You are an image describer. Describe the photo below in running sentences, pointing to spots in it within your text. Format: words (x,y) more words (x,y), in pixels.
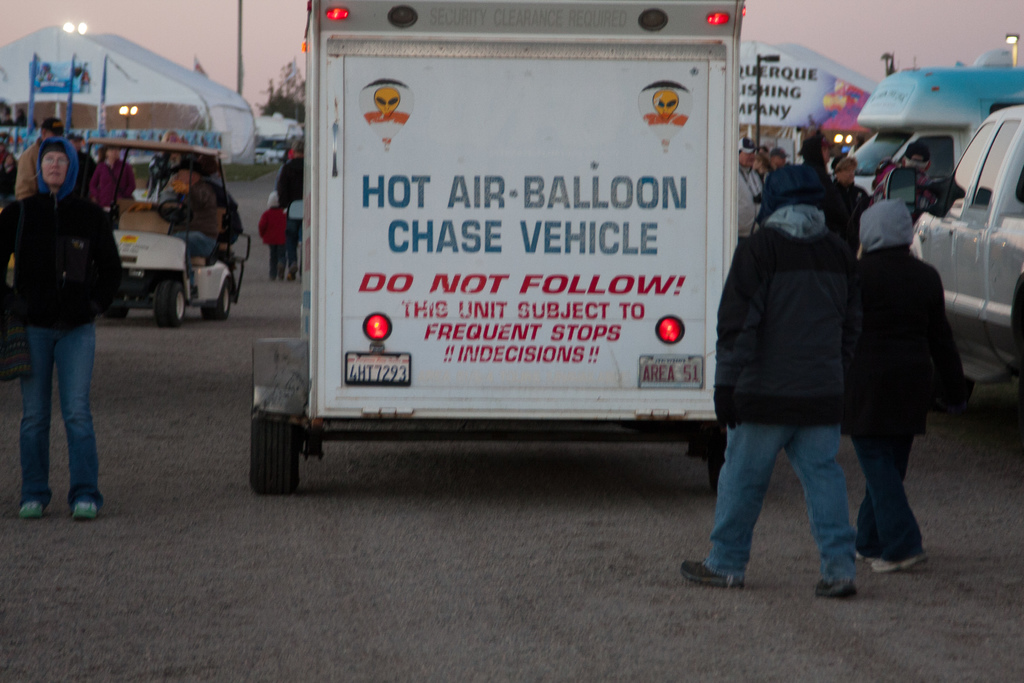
In this image I can see few people (748,239) and many vehicles (229,261) on the road (434,556). I can see few people (230,217) sitting in the vehicle (175,216). In the background (301,99) I can see the poles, trees (283,107) and the sky (913,10).
